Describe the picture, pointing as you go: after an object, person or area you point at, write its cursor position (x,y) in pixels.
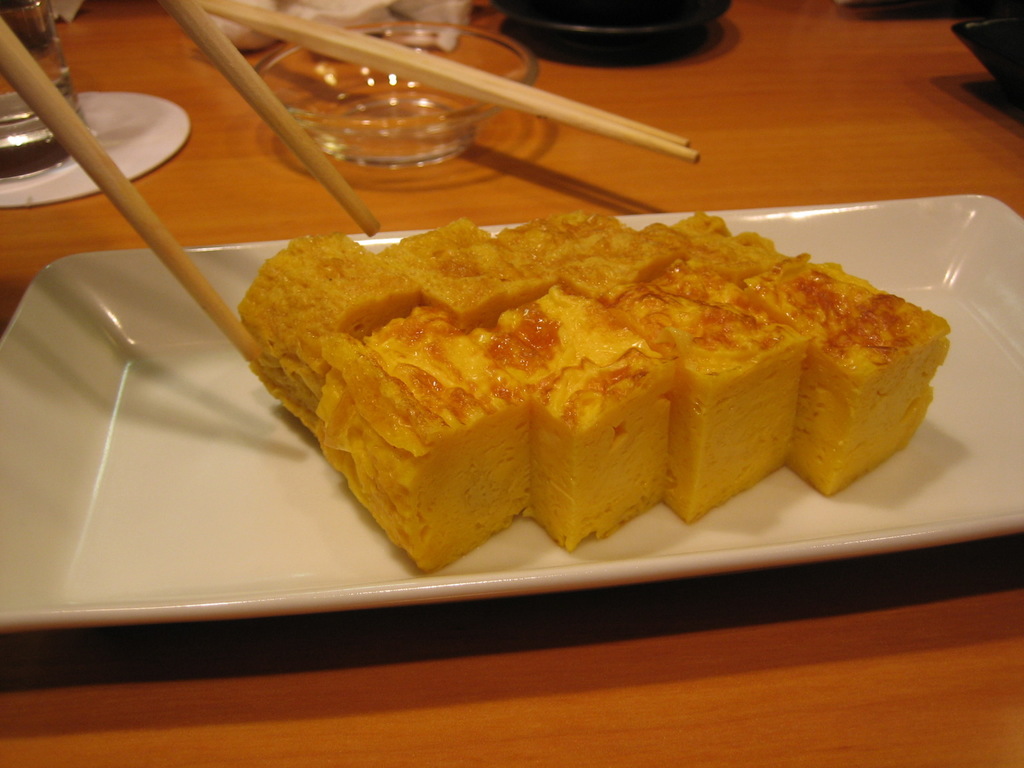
In this image there is a table (403,691) and on top of it there is a plate (306,566) and a food (646,353) in it and there is a bowl (425,120), a glass (25,24) and a chopsticks (252,71) were there on it.
